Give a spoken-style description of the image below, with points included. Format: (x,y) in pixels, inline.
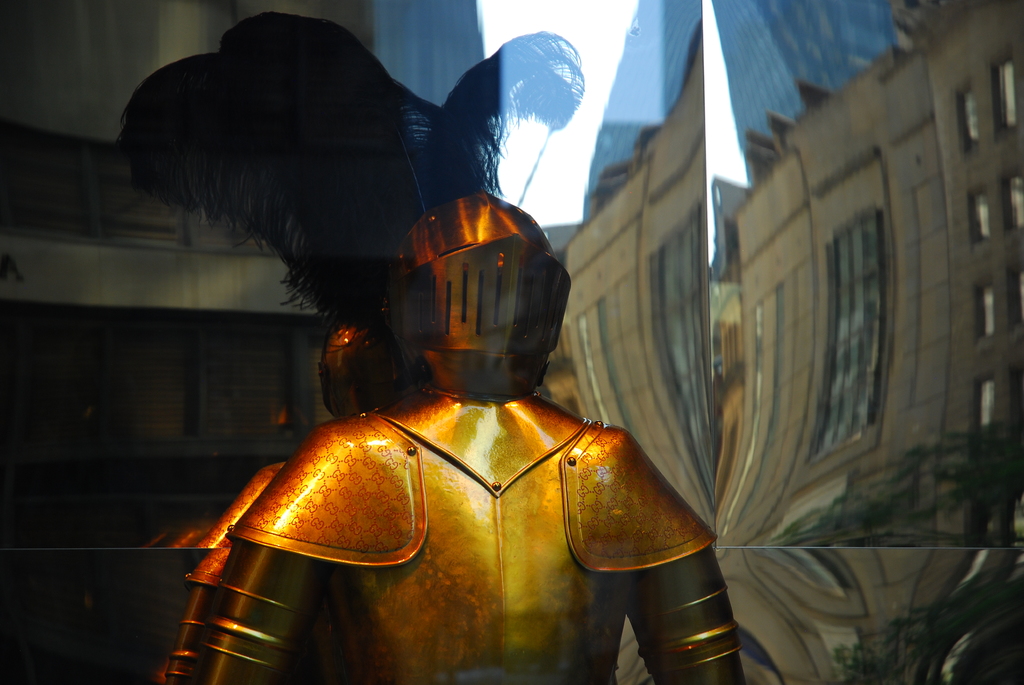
In the middle (535,326) it is a human warrior dress (559,509) made up of stainless steel (575,516) in a glass (700,495).
